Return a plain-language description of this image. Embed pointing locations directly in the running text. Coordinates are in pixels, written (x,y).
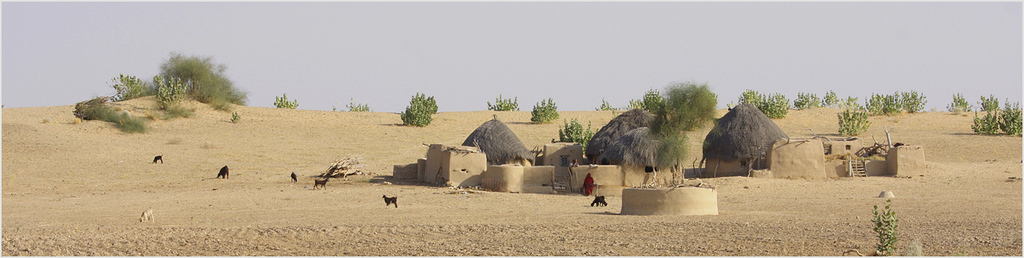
In this image we can see ground (754,201), huts (622,144), plants (172,68), trees (685,130), animals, and a person (587,190). In the background (974,36) there is sky (974,56).
